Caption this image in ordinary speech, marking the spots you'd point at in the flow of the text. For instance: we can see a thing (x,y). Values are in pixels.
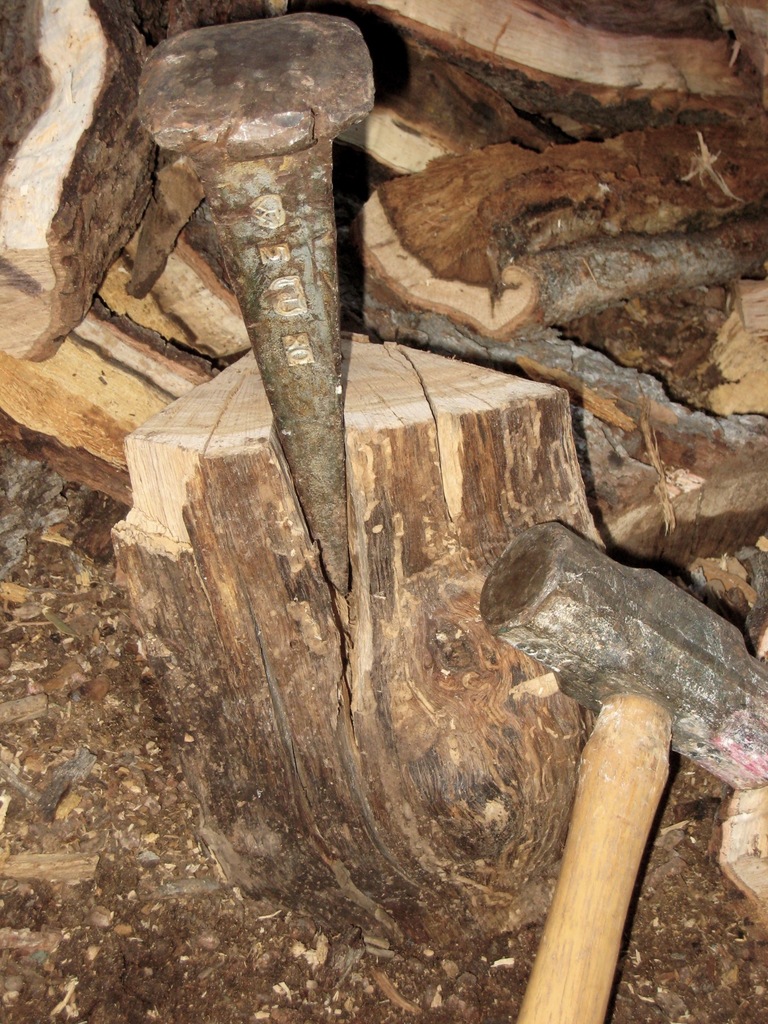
In this image there is the wood (420,308), there is a hammer (625,743) truncated towards the bottom of the image (619,828), there is a nail (305,305).
